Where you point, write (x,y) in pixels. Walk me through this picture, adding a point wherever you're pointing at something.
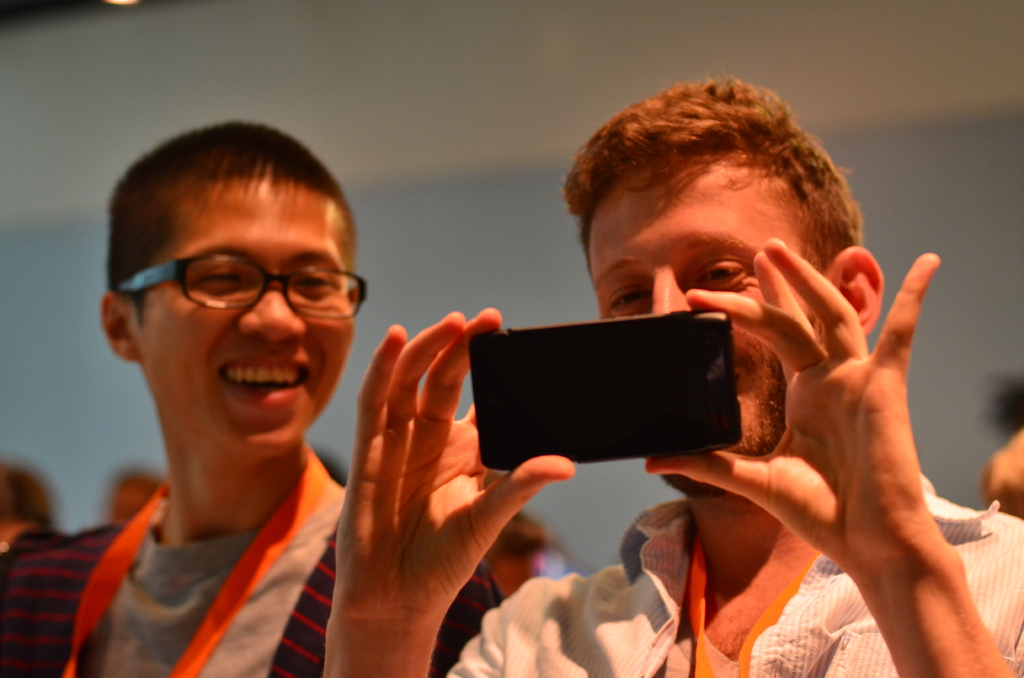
Few persons (212,179) are there. This person (634,301) holding mobile (508,399). This person (283,354) wear glasses (240,282). On the background (288,82) we can see wall (469,65).
